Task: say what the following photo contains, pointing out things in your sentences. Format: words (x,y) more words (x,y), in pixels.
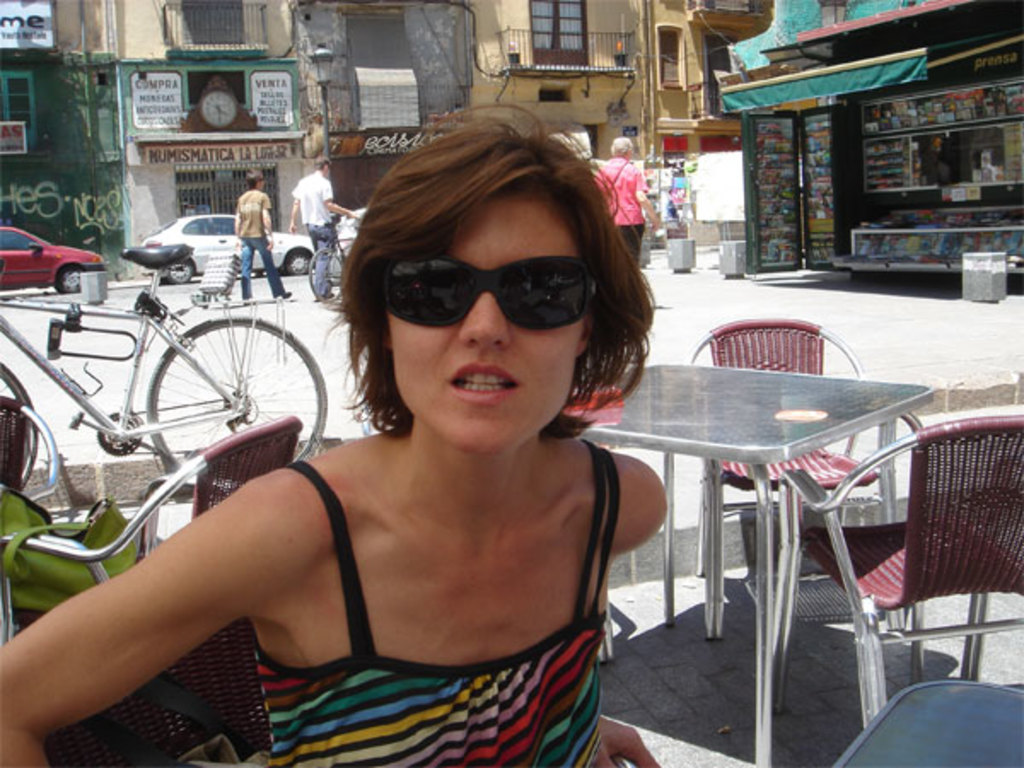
In this image we can see a lady (460,531) wearing goggles (547,302). In the back (714,418) there are chairs (802,458) and table (727,416). Also there is a cycle (114,312). In the background (39,250) there are vehicles (39,250) and few people (324,174). Also there are buildings (558,94) with windows (369,31). Also there is a clock (213,111) on the wall (114,95). There are boards (158,104) with text (267,102).
